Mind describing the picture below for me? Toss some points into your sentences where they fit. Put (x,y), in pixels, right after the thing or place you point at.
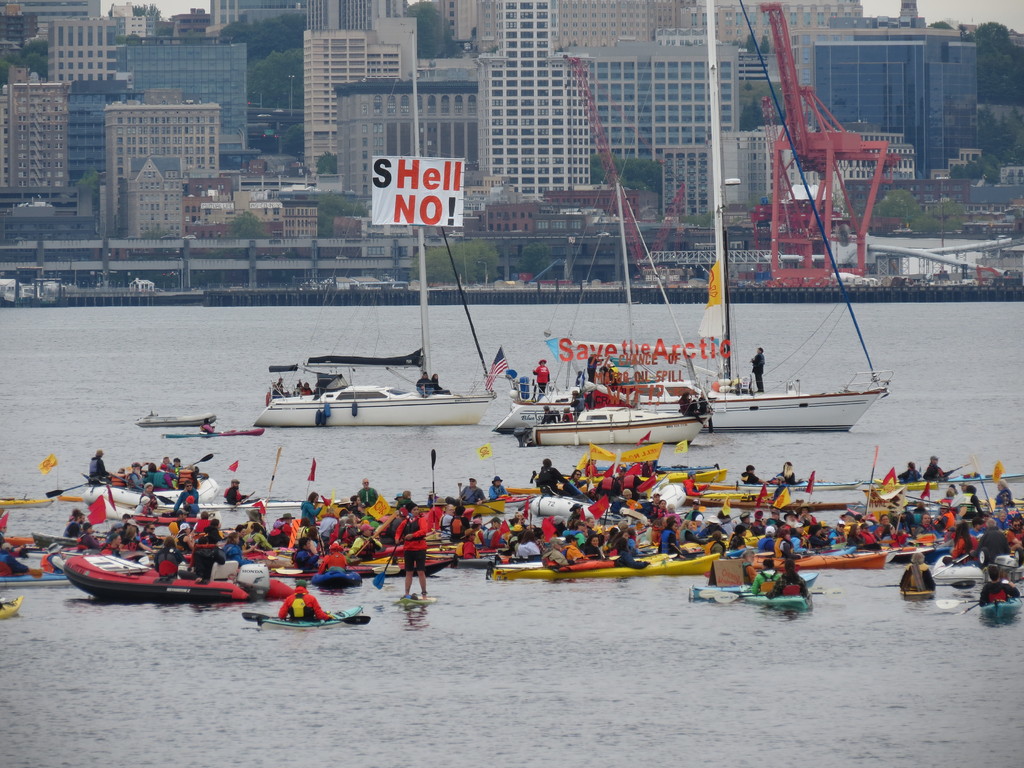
In this picture we can see a group of boats (788,605) on water (473,343) and a group of people (954,536) sitting on it and in the background (68,203) we can see buildings (671,48), trees (993,84) and vehicles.
